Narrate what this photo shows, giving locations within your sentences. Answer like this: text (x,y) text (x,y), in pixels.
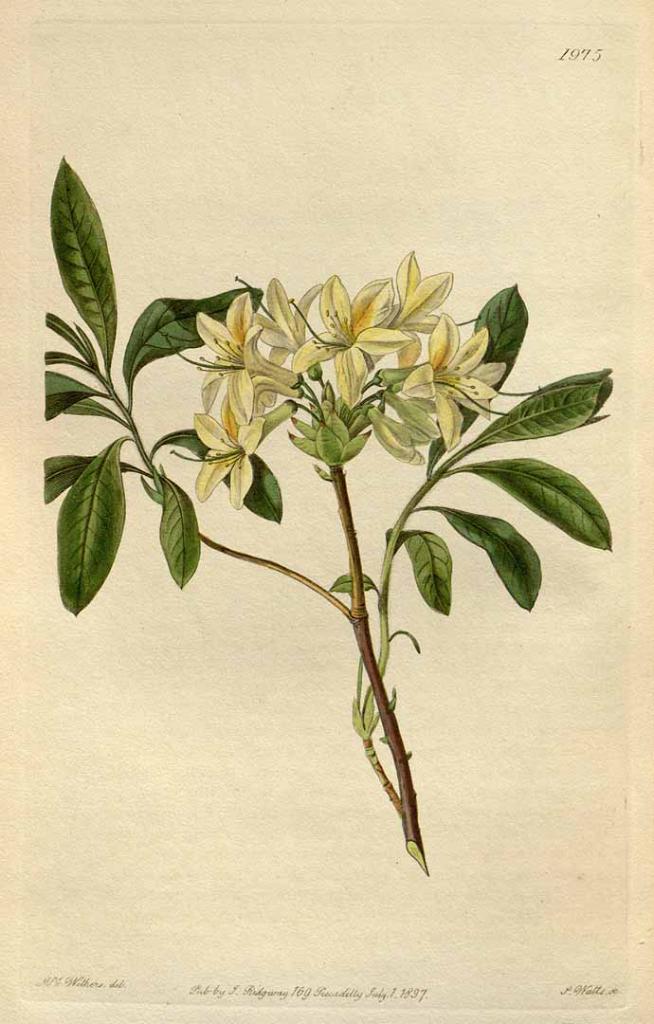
In this image we can see the green leaves (507,541), stems (361,603) and the flowers (341,399). At the top (601,55) and bottom portion of the picture (429,995) there is something written.
